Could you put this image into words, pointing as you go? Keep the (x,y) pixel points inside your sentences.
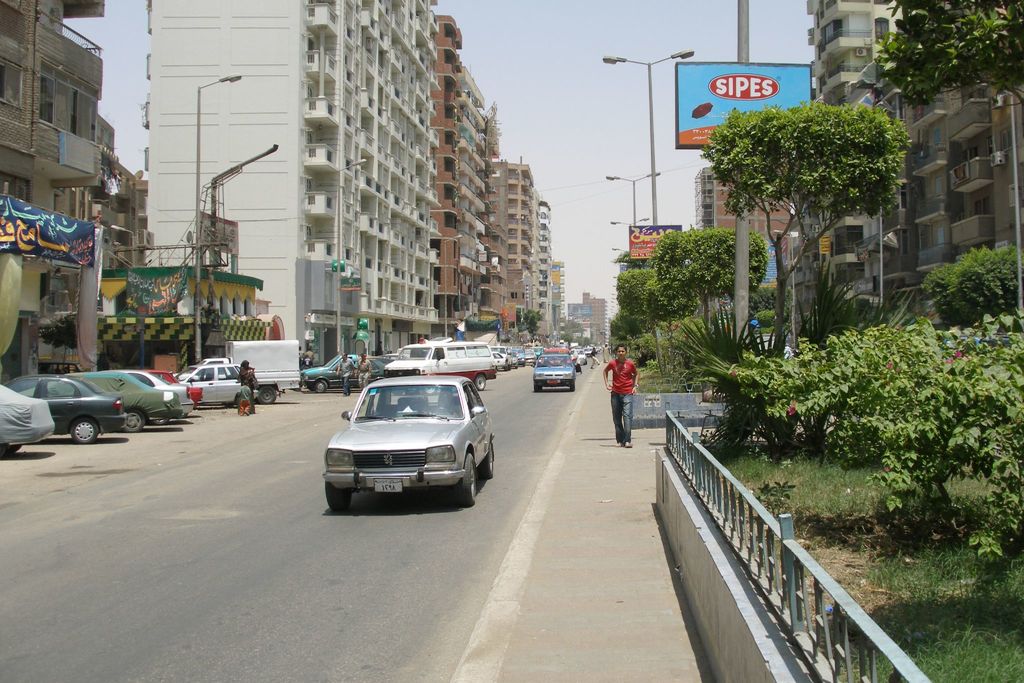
In this image there are buildings (72,311), poles (648,78) and trees (727,237). At the bottom (436,462) there are vehicles (416,452) on the road (261,428) and we can see people (244,375). On the right (705,509) there is a fence (747,514) and plants (835,428). In the background (581,223) there is sky (555,191).
